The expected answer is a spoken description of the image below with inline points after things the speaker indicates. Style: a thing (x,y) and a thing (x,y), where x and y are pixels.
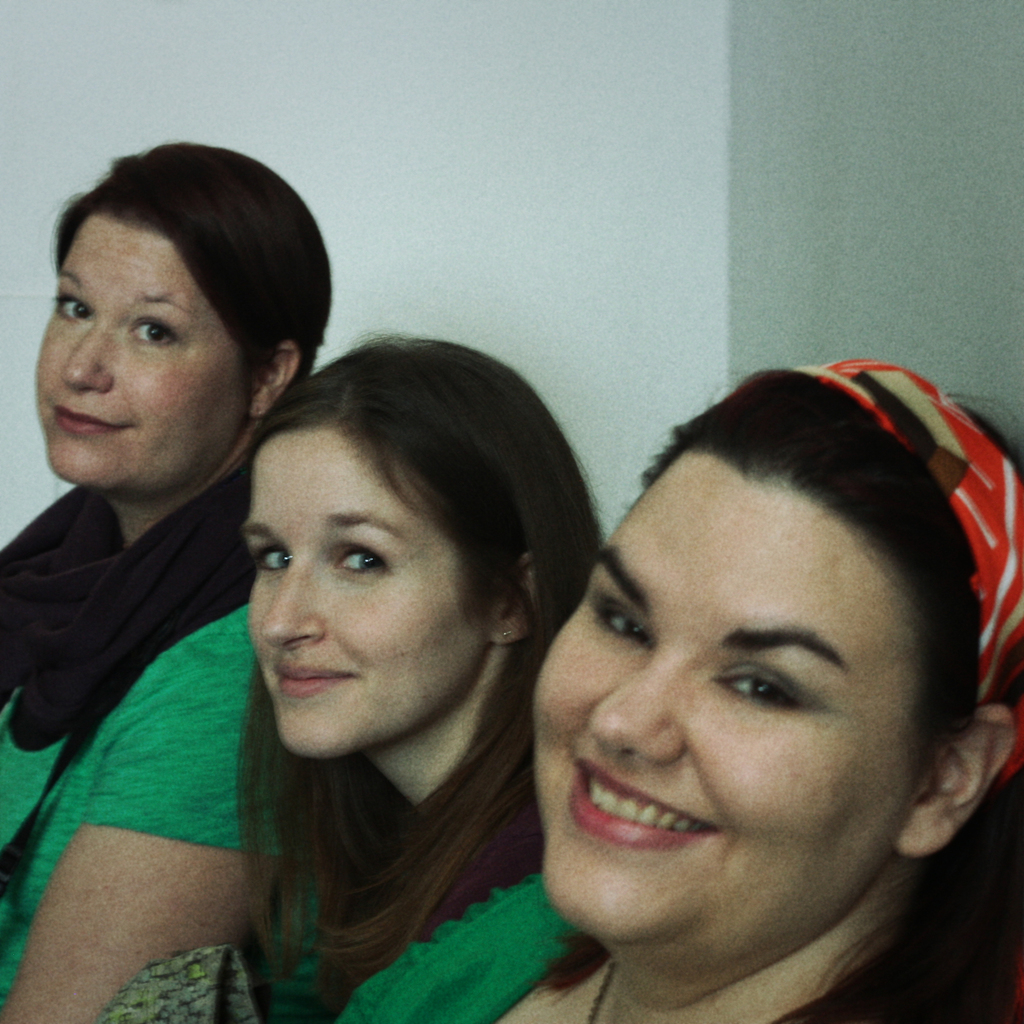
In this image in front (962,883) there are three people (376,672) wearing a smile on their faces (728,753). Behind them there is a wall (620,111).
